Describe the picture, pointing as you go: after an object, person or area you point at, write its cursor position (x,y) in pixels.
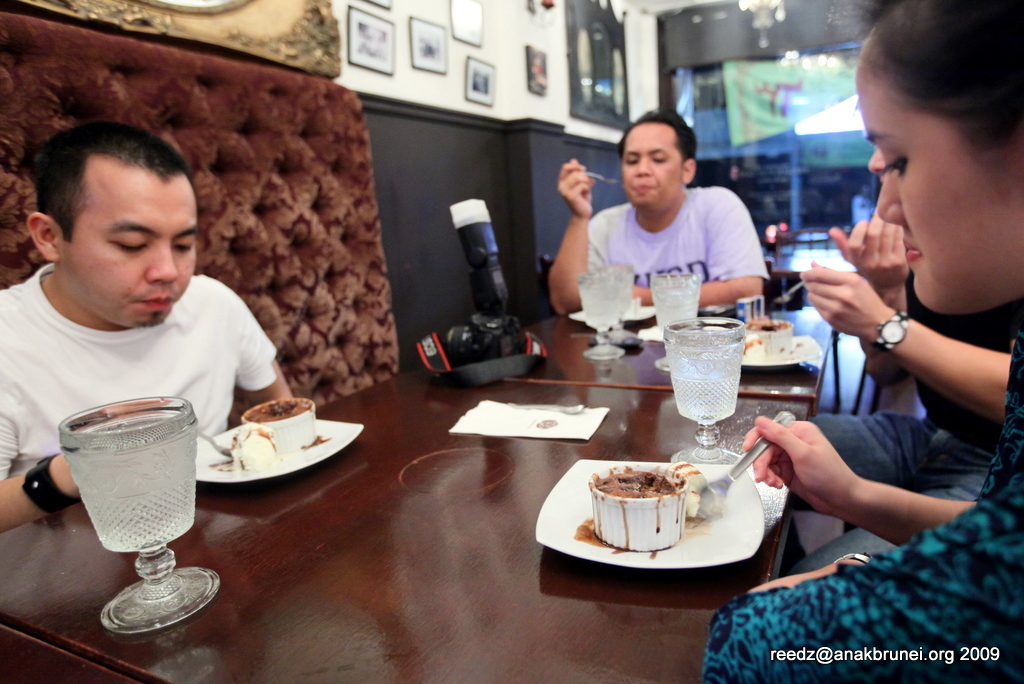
On the background (457,75) we can see a wall (459,62), cupboard (616,64) and few frames (543,57) over a wall (557,60). Here we can see four persons (566,259) sitting on chairs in front of a table (300,501) and having food (766,355) and on the table (321,570) we can see glasses (734,374), camera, plate of food (586,483). This woman (820,464) is holding a spoon (720,505) in her hand (802,445).
